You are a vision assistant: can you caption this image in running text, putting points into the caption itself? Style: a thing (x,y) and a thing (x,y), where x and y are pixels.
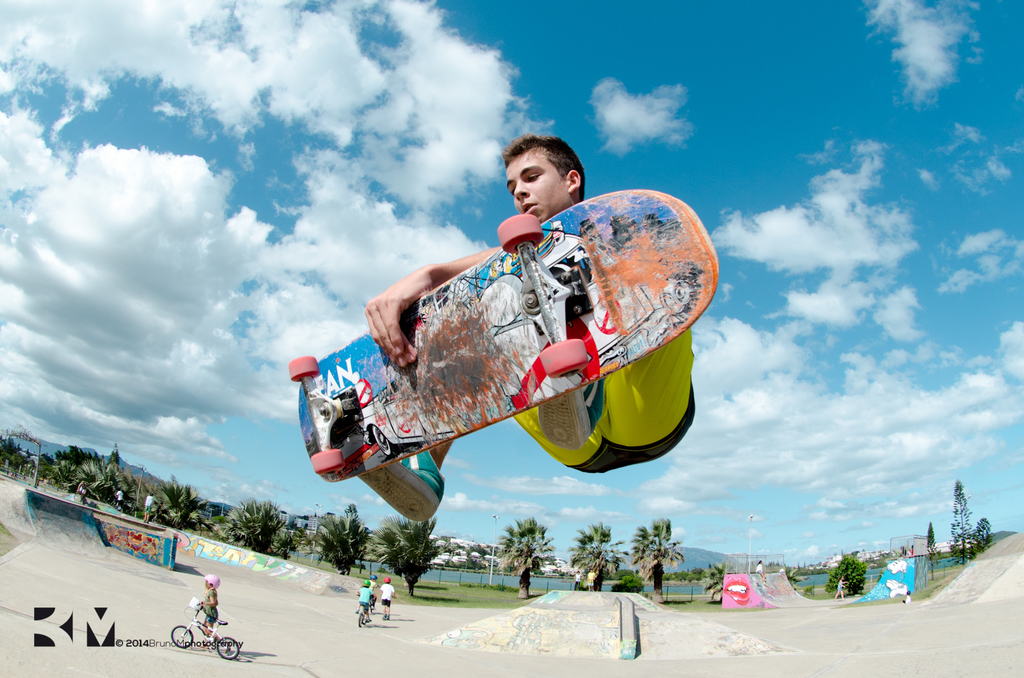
In this image we can see a person (632,367) jumping with a skating board (579,359). In the background (194,605) there are people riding bicycles (365,617) and there is a ramp (82,536). We can see trees (958,551) and sky (385,252).
